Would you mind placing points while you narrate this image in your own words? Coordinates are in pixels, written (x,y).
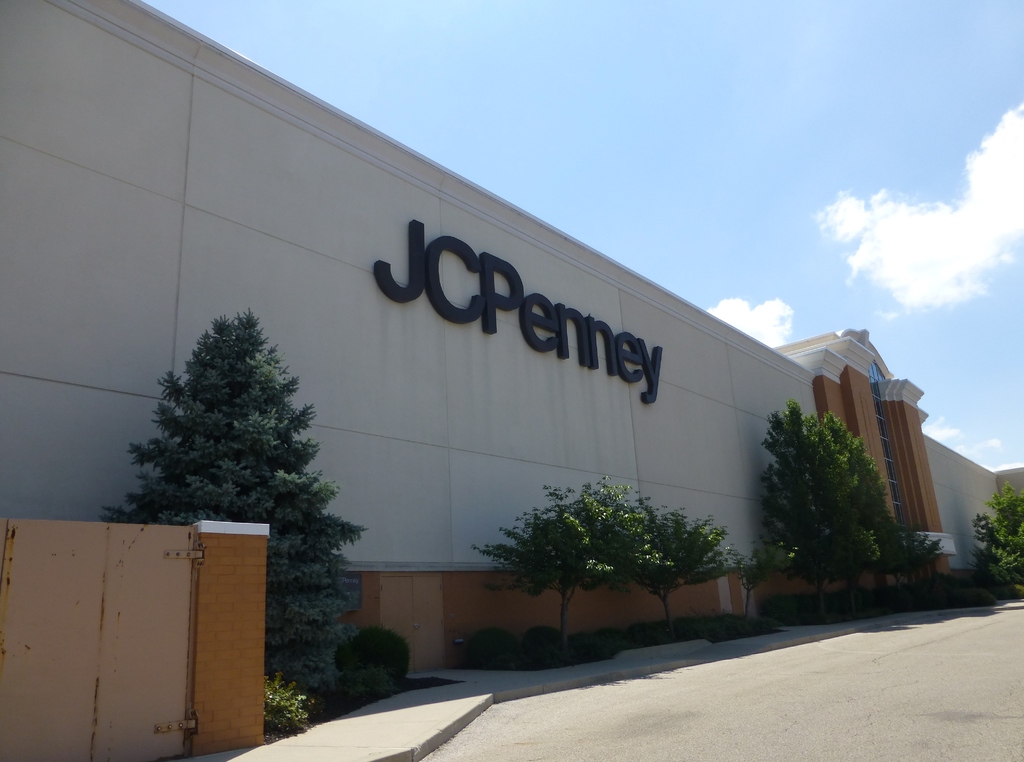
In the center of the image (600,379), we can see a building (568,387) and there are trees (663,571) and some bushes (694,617) and we can see a gate (124,647). At the bottom (763,717), there is road (809,675) and at the top (735,162), there is sky (835,202).
